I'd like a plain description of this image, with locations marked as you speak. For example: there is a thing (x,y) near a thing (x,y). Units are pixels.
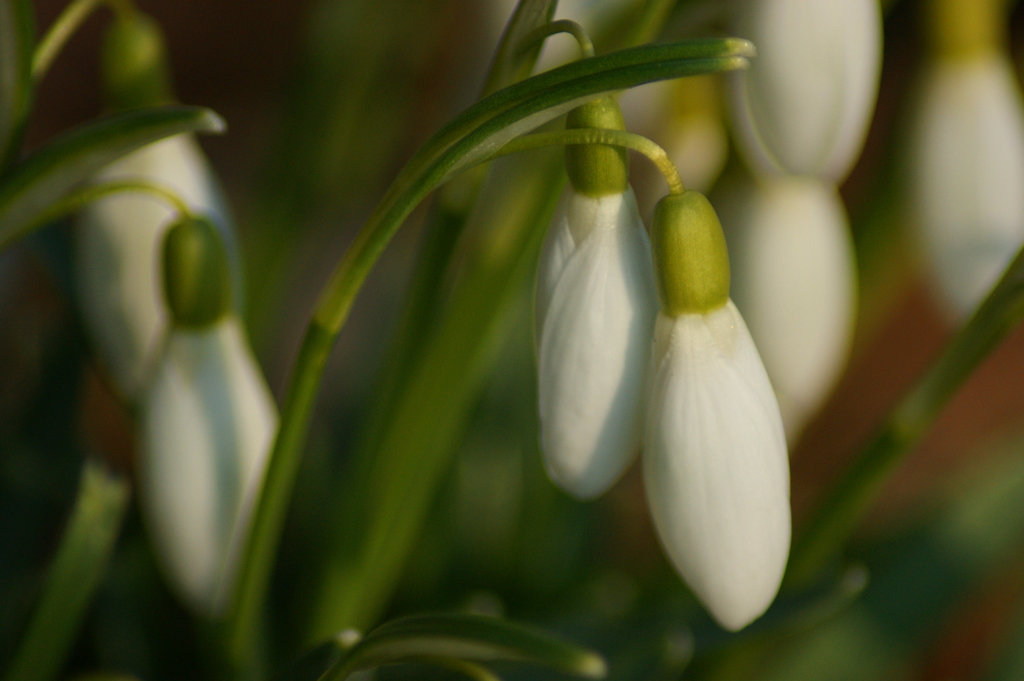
In this picture, we can see some flowers (1006,157), plants (476,158) and we can see the background (359,93) is blurred.
